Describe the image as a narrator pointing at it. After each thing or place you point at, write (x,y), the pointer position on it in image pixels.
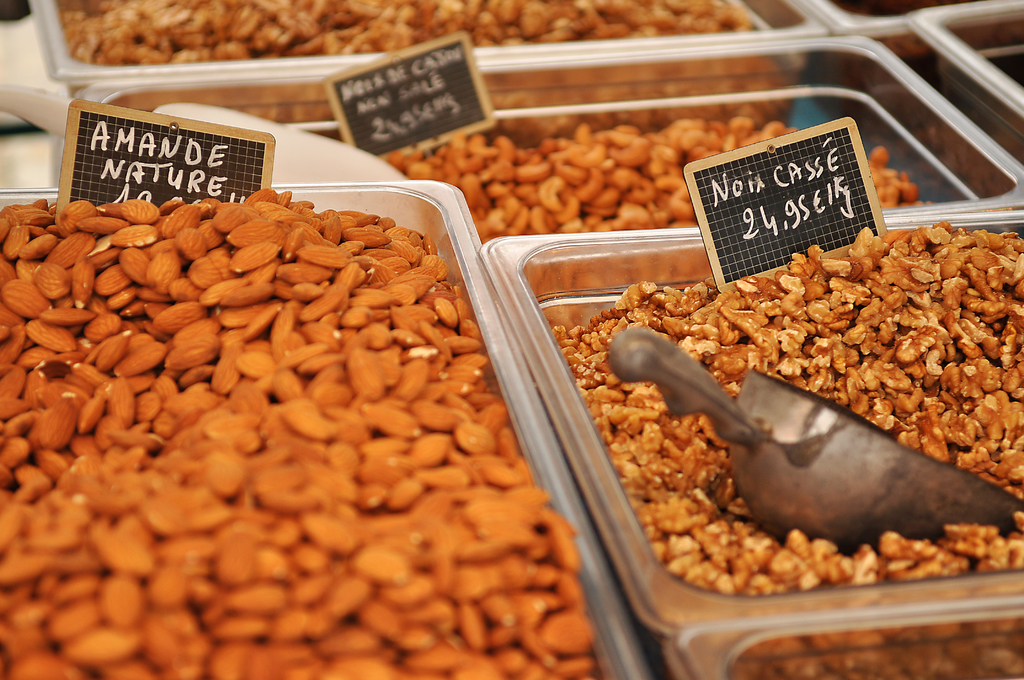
In this image I can see few trays (498,367) which are made up of metal (529,322) in which I can see few dry fruits (306,394) which are brown in color. I can see few boards (448,113) which are black in color and a metal spoon (773,471).
